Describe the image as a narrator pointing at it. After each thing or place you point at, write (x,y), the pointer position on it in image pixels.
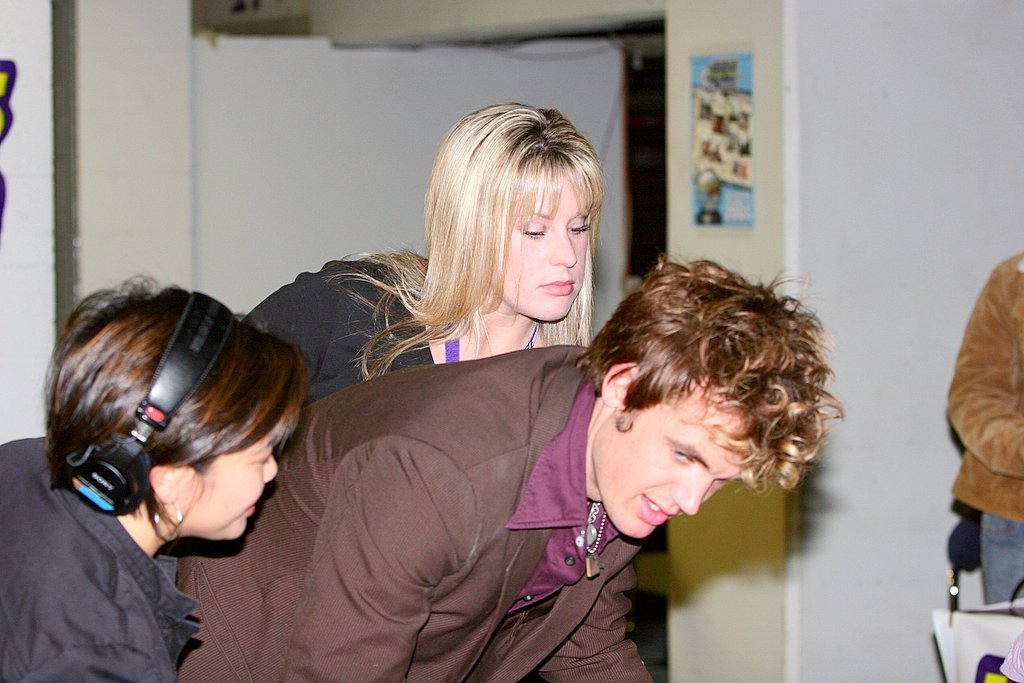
There are people (313,439) and this person (206,468) wore headset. In the background (85,196) we can see poster (722,193) on a wall (848,153).
